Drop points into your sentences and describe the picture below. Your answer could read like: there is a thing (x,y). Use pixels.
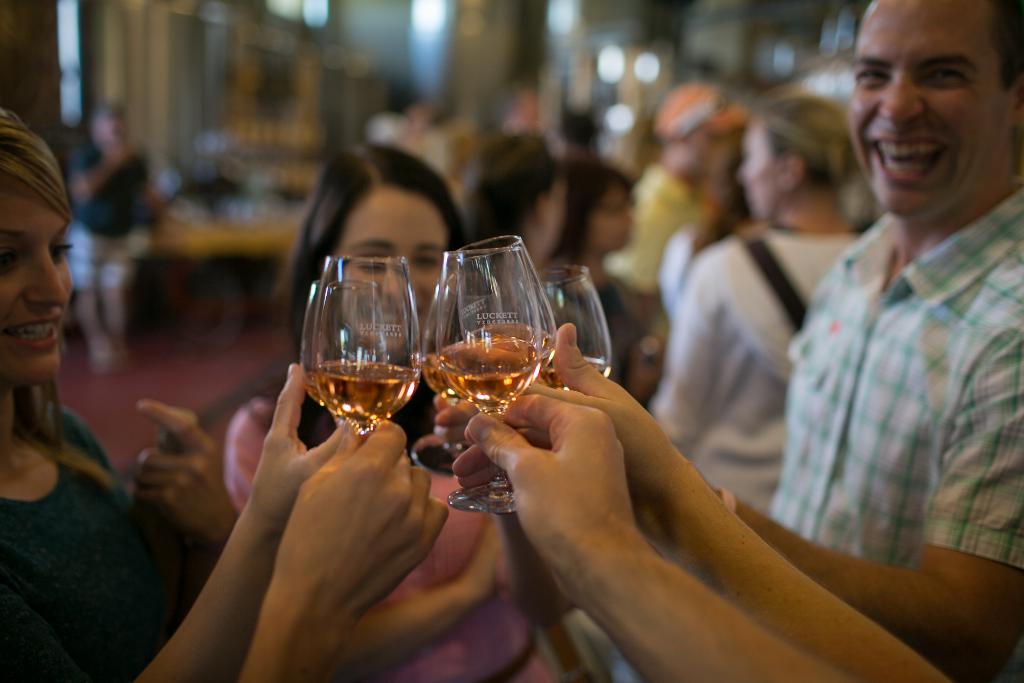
In this picture there are group of people (710,201). In the front (47,327) there are people (856,364) holding glasses (510,373) in their hand (526,394) and smiling. There is drink (489,372) in the glass (543,377) and on the glass (505,329) there is a text (500,314). In the background (514,136) there are people (695,145) and its blurred.
